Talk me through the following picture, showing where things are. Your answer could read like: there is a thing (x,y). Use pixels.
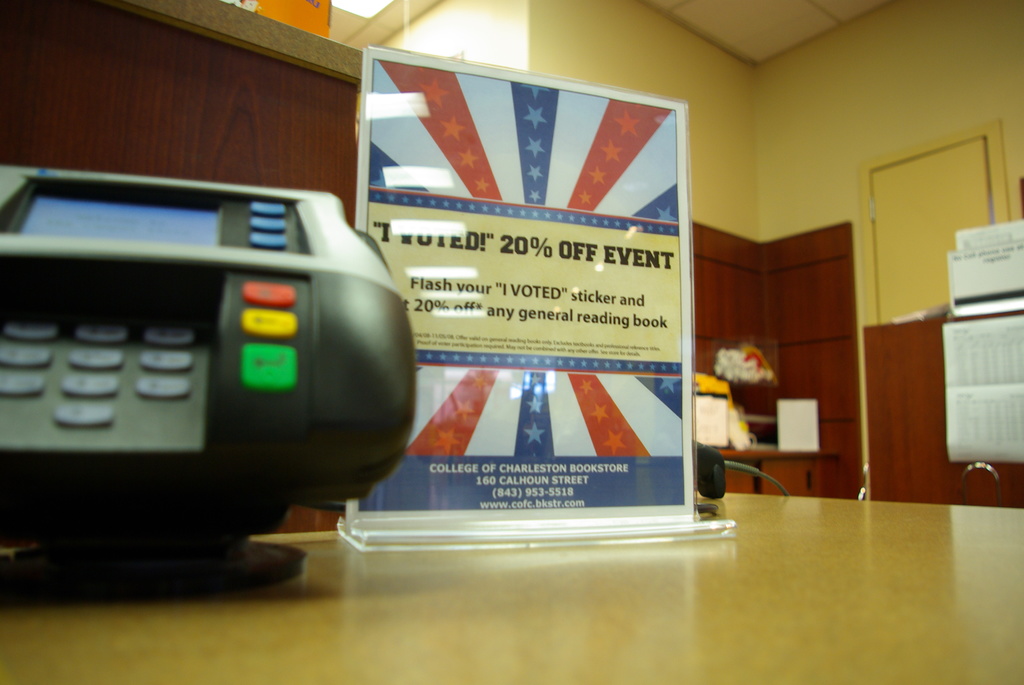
In this image there is an electronic device (319,325), a poster (486,301) on the table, behind the table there is a flower bouquet (752,367) and few notices (799,409).
